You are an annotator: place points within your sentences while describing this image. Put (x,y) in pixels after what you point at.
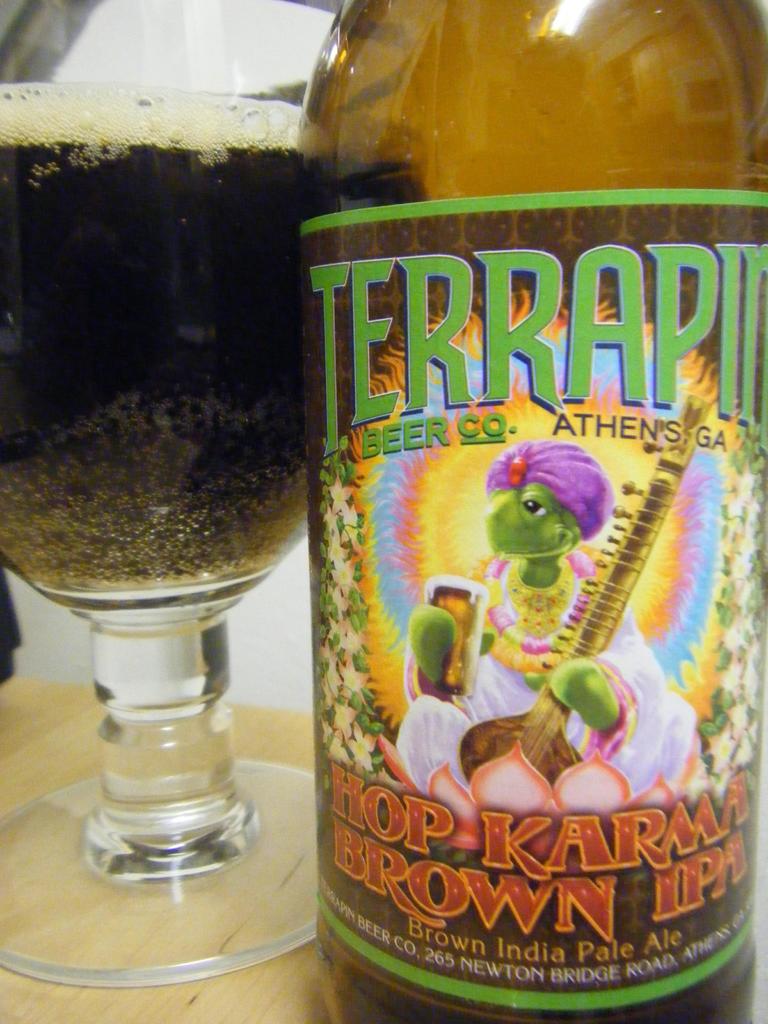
This image consist of bottle (578,301) and a glass (197,455). Both are kept on a table (163,999), made up of wood (255,996).
